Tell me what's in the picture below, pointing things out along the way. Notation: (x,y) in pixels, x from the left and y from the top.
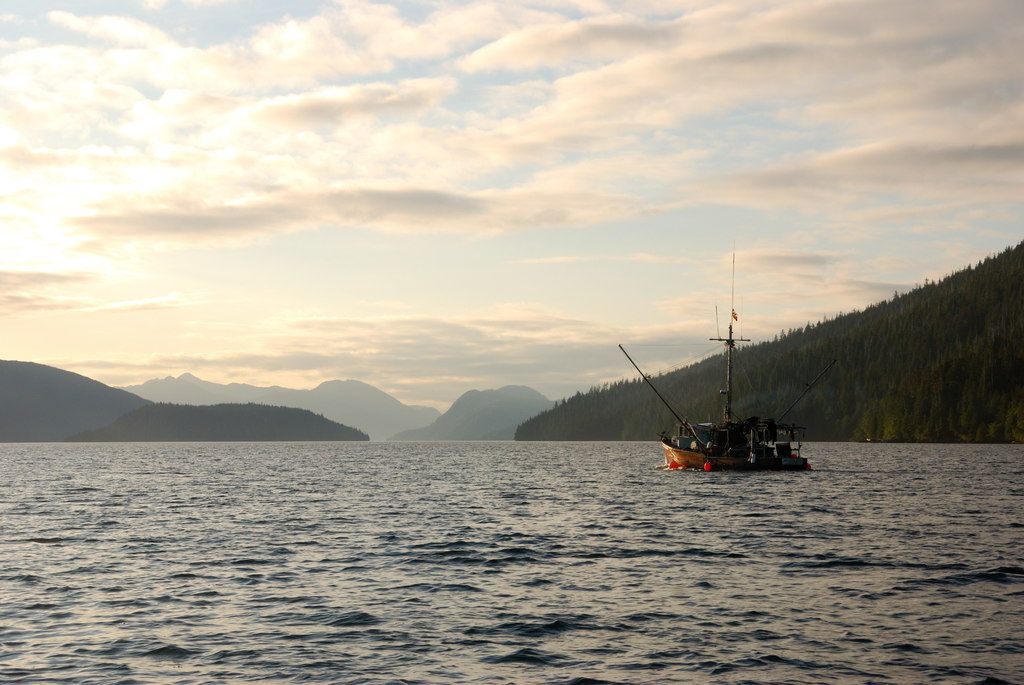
In this image, we can see a ship (730,424) on the water (683,573) and in the background (854,362), there are trees (854,362) and hills (45,393). At the top (290,122), there are clouds (253,108) in the sky (253,108).
